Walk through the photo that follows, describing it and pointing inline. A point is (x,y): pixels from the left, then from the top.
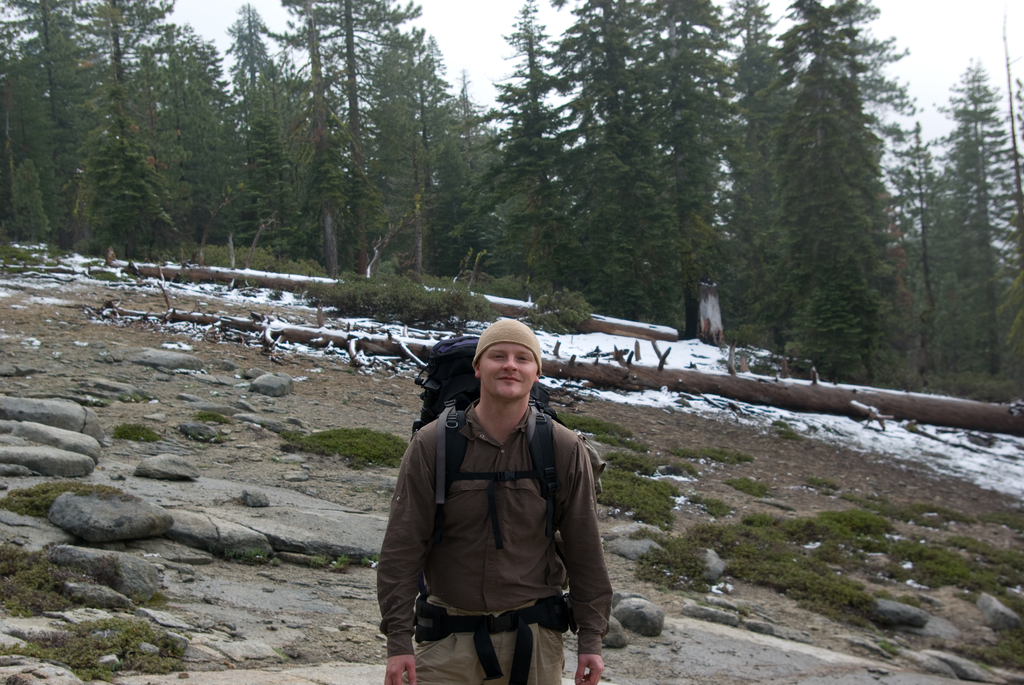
In this image I can see in the middle (446,371) a man (595,584) is standing also wearing the bag (532,430), he wore cap (508,342), coat (535,584), trouser (503,657). On the left side (117,566) there are stones (272,517), behind him there are logs (394,343) with the snow (576,357) and green trees (512,163). At the top (479,20) it is the sky (448,69).
